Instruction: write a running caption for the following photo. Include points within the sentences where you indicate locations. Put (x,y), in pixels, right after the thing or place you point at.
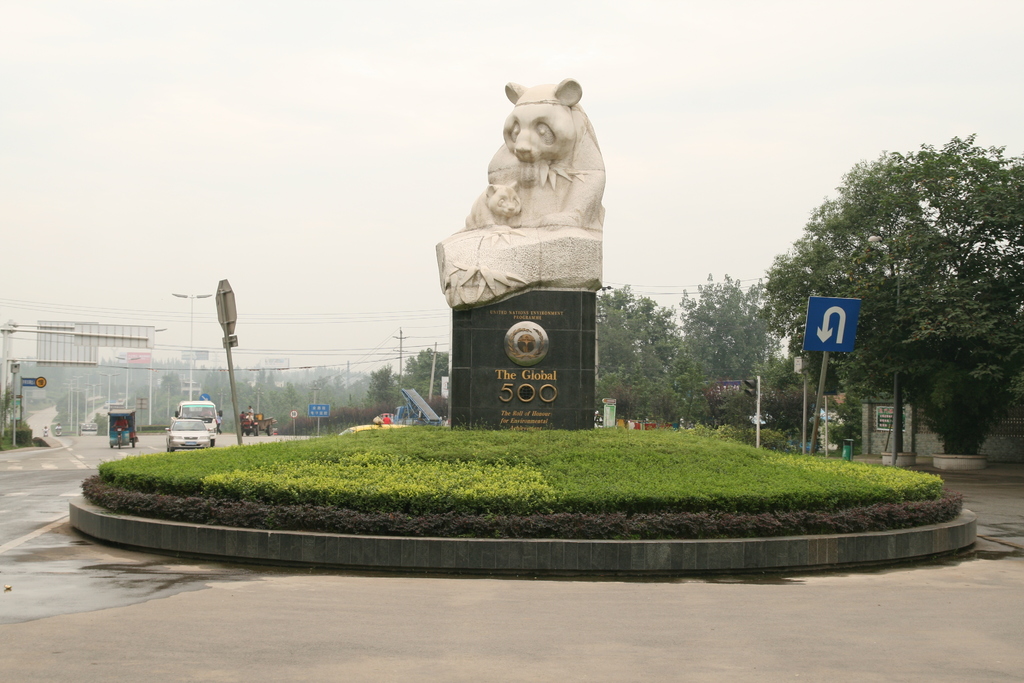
In the middle of the picture (514,233), we see the statue of the bear (520,251). Beside that, we see the grass (628,472) and we even see a direction board (828,347) in blue color. On the left side of the picture (212,408), we see vehicles (195,448) moving on the road (49,435). There are many trees (720,346), street lights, boards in the background (173,366). At the top of the picture (449,141), we see the sky (377,351) and at the bottom of the picture (440,574), we see the road (854,658). This picture is clicked outside the city.
